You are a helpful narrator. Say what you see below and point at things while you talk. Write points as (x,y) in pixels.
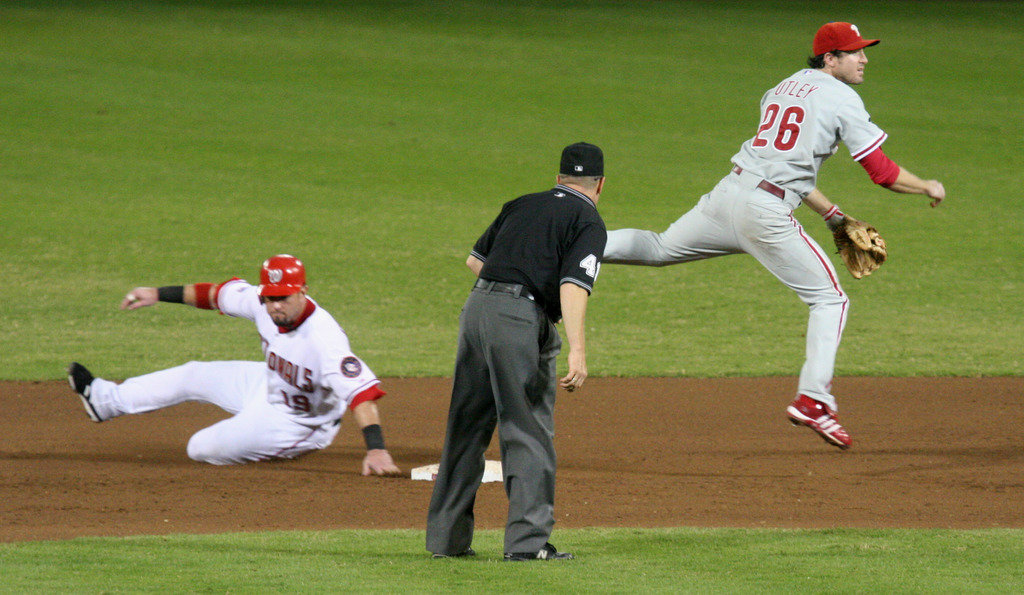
In this image there are three persons (550,350) on the ground (420,491). At the bottom (387,556) there is grass (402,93) on the surface (376,127).
